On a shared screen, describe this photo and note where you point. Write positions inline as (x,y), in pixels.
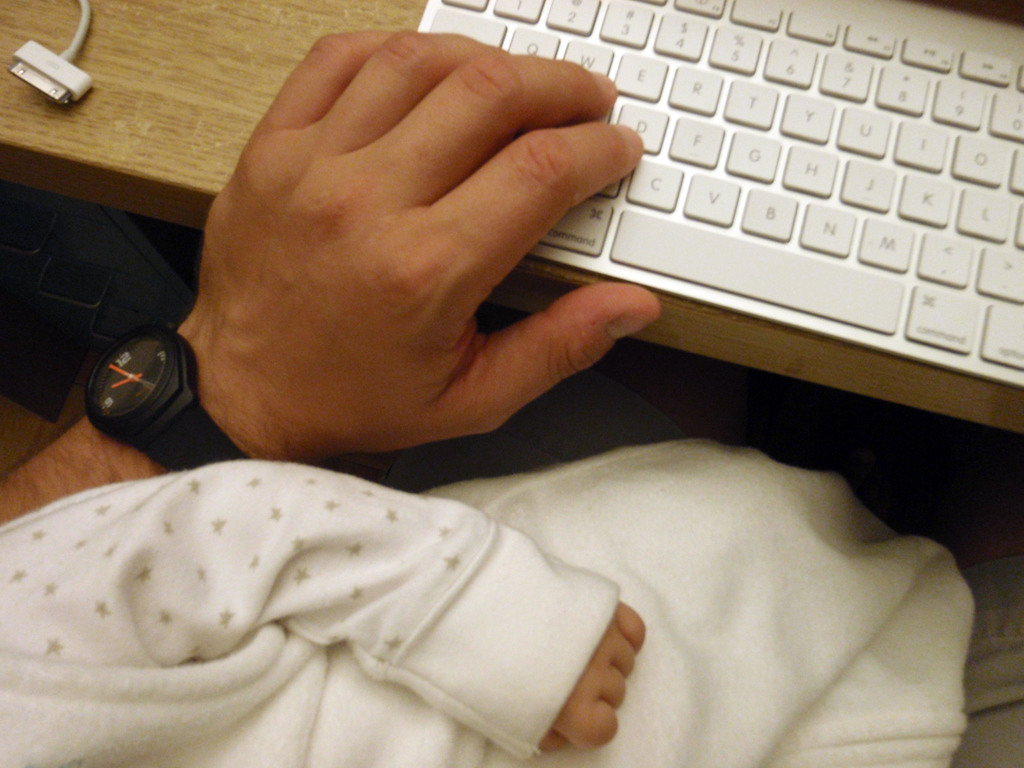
In this image there is a wooden table (181,103). On the table (170,91) there is a keyboard (890,149). There are numbers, alphabets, text (580,236) and symbols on the keys (813,117). In the top left (65,79) there is a cable wire (62,67) on the table (90,66). There is a hand (288,265) of a person (495,155) on the keyboard (655,165). There is a watch (149,391) to the wrist (147,407) of the hand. At the bottom (603,680) there is a hand (603,680) of a infant (599,651).
